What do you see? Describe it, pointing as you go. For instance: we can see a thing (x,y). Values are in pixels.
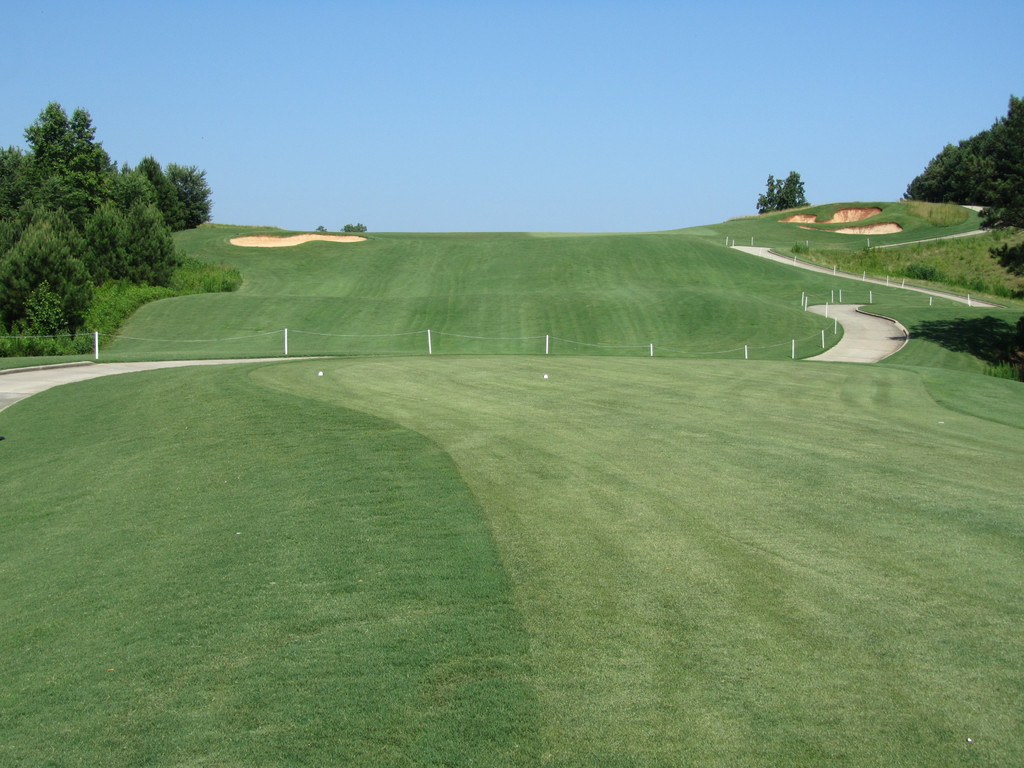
In this image I can see few trees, fencing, grass (610,286) and the sky (917,50).
